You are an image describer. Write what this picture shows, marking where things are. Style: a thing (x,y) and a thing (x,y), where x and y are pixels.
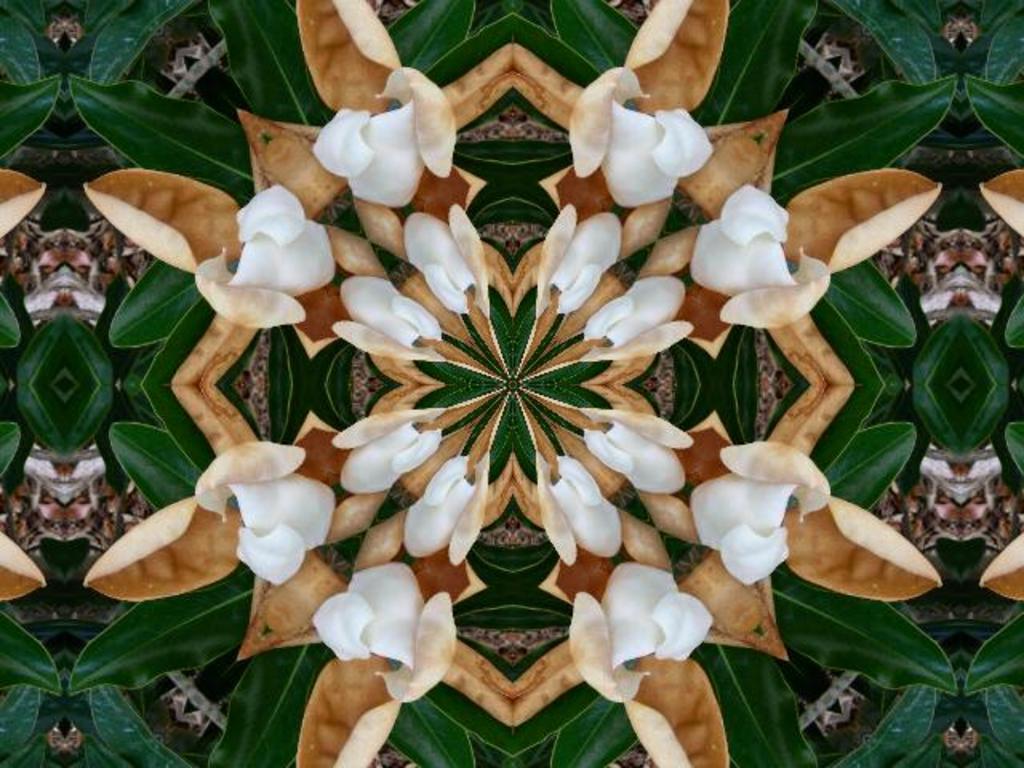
This is an edited image. In this image we can see plants (645,525) with flowers (284,555).
